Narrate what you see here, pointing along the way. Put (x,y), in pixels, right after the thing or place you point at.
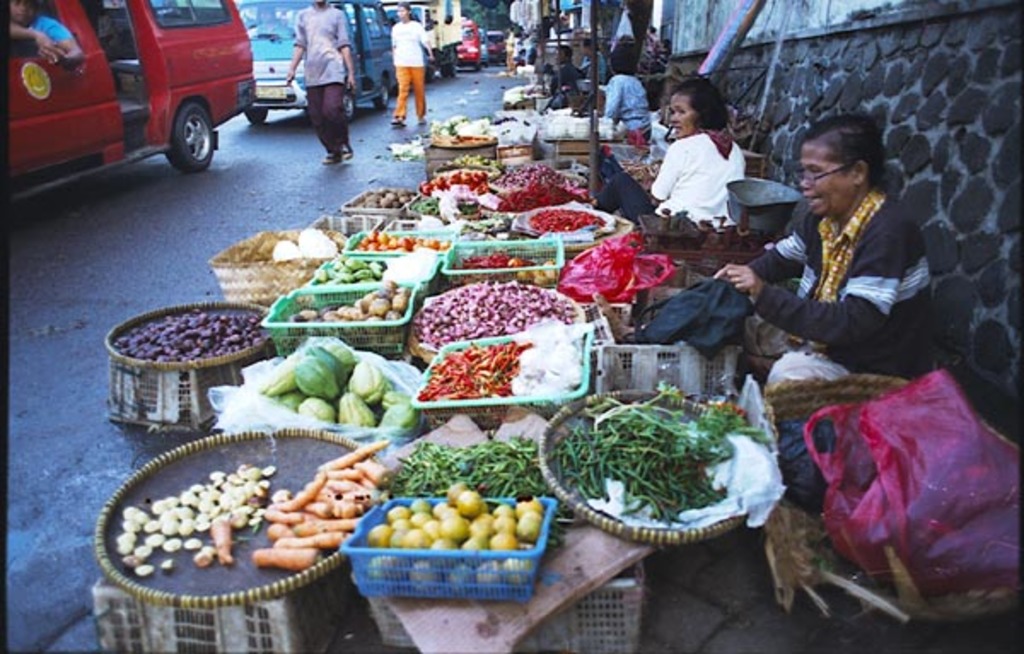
There are vehicles (93,151) and few persons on the road (171,252). Here we can see vegetables (426,509), baskets (570,623), and few persons (763,318). There is wall (802,127). In the background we can see trees (471,13).
